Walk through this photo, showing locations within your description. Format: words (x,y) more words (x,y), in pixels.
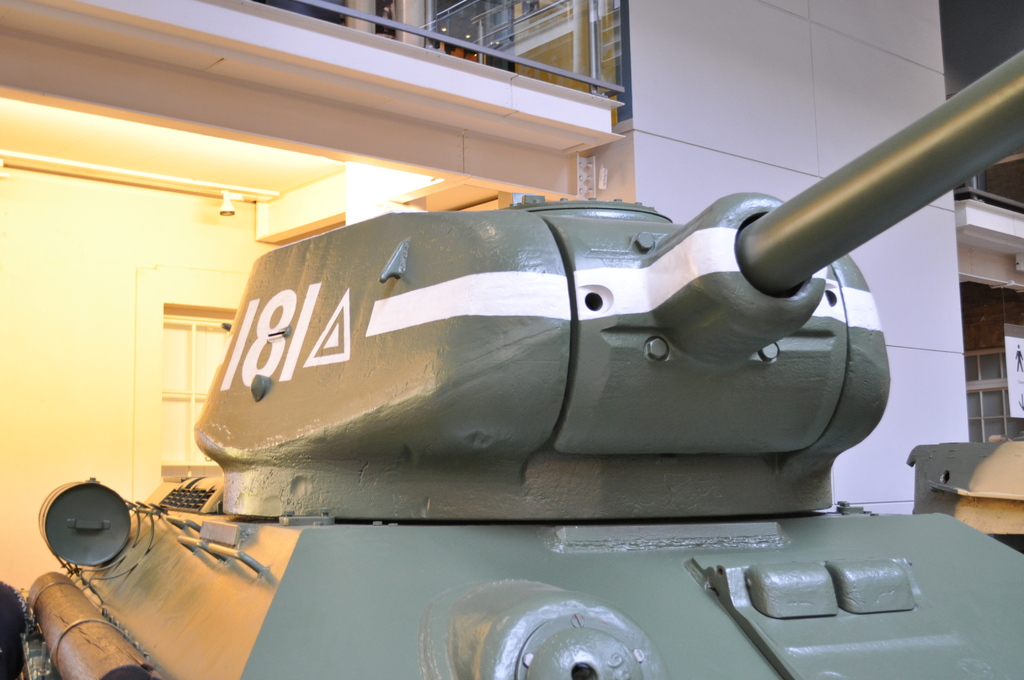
In this image, in the middle (540,232), we can see a war equipment (308,405). On the right side (1020,461), we can see a poster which is attached to a glass window (991,421), metal instrument (1011,470). In the background (164,446), we can see glass window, building (633,24), wall (838,99).
